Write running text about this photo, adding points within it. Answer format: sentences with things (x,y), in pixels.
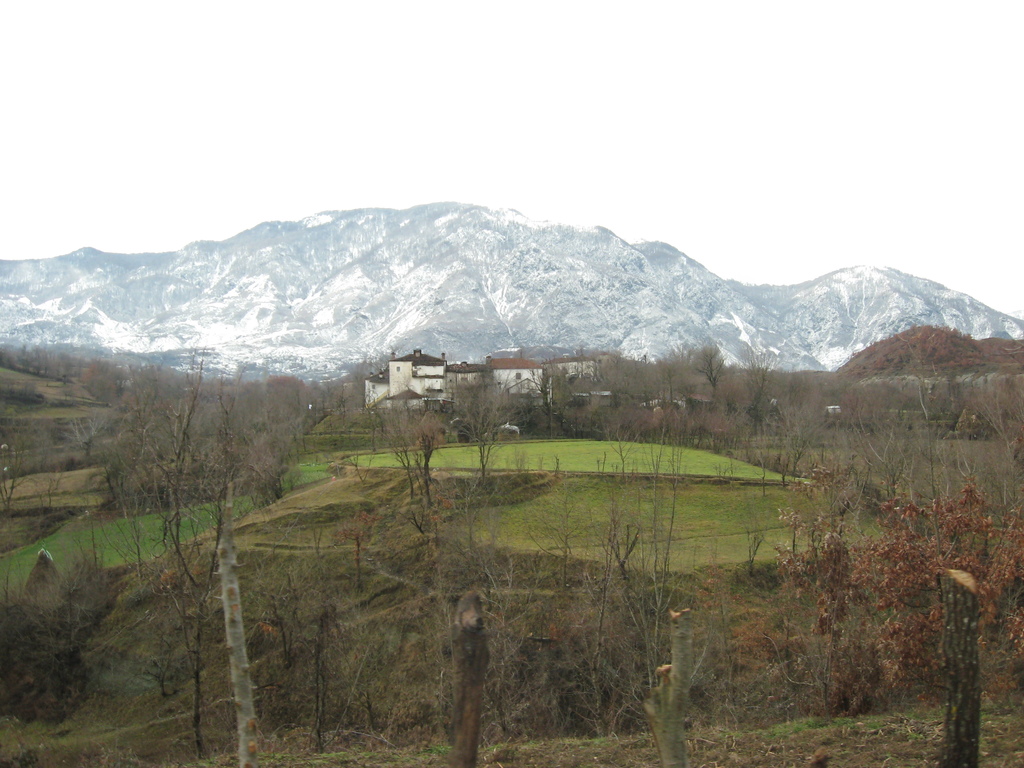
This is an outside view. At the bottom of the image (655,568) I can see many trees (224,471). In the background (486,374) there are some buildings (414,376) and mountains (340,277). At the top (293,116) I can see the sky (479,110).
